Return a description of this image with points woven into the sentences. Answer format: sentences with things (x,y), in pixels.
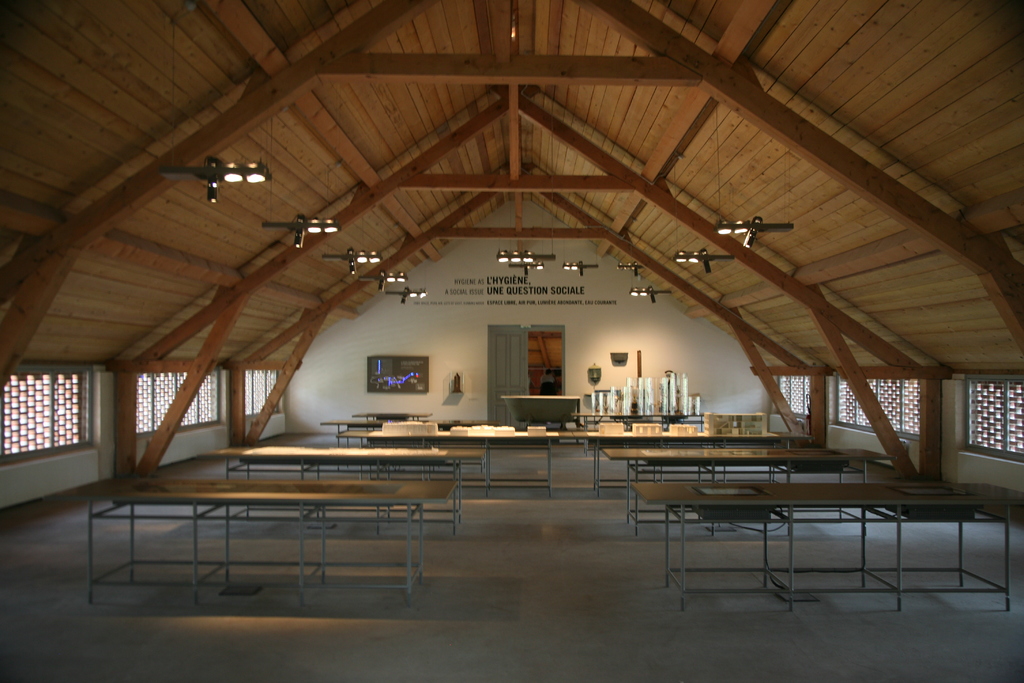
This image consists of tables (755,485) in the middle (450,447). On that there are plates (515,434), glasses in the middle (601,410). There is a door (533,347) in the middle (562,381). There are lights (743,231) in the middle (622,269).
